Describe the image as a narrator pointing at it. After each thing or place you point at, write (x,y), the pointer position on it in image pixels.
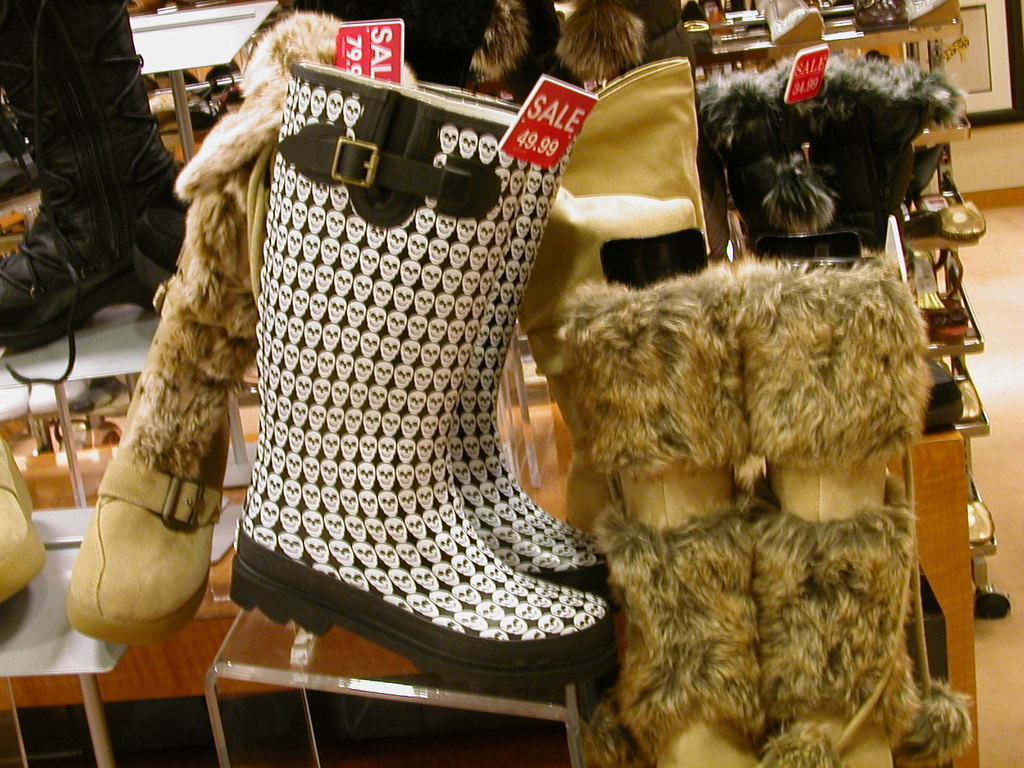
In the foreground of this picture (765,615), there are boots (482,435) with price tags (365,59). In the background (872,6), there are few more shoes (885,16) on the tables (942,9) and the floor (1002,251).
